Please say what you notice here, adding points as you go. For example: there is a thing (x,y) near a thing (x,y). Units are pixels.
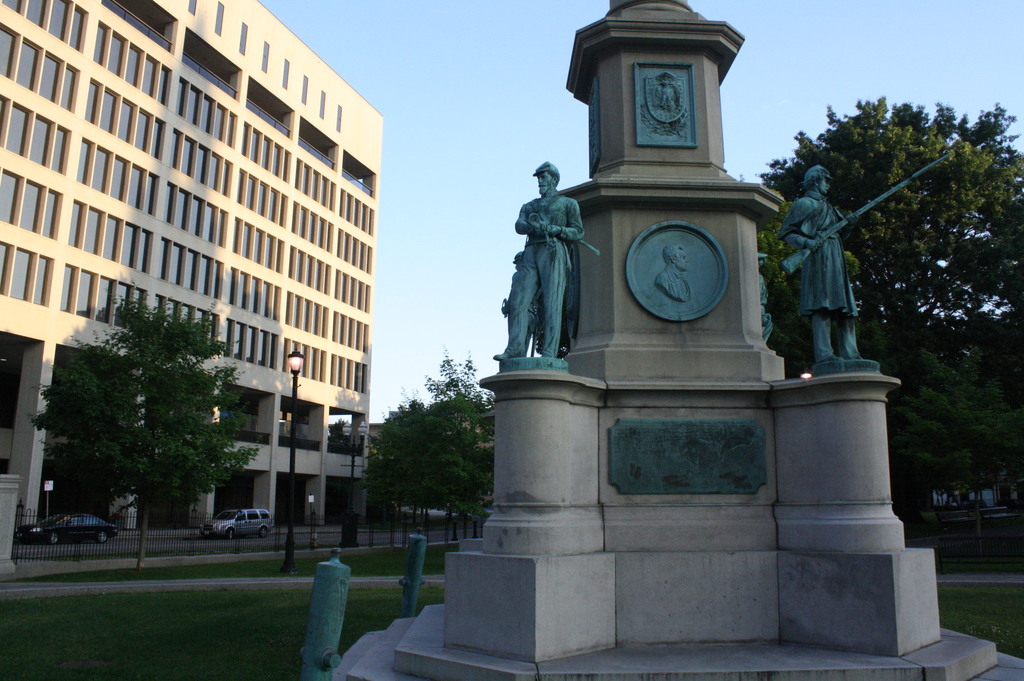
In the image there is some organisation (125,227) there are two vehicles (238,513) in front of the organisation (43,498), beside that there is a fencing (183,535) and behind the fencing (193,524) there is a park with beautiful trees (467,431) and in the front (564,295) there are some sculptures (713,294).
